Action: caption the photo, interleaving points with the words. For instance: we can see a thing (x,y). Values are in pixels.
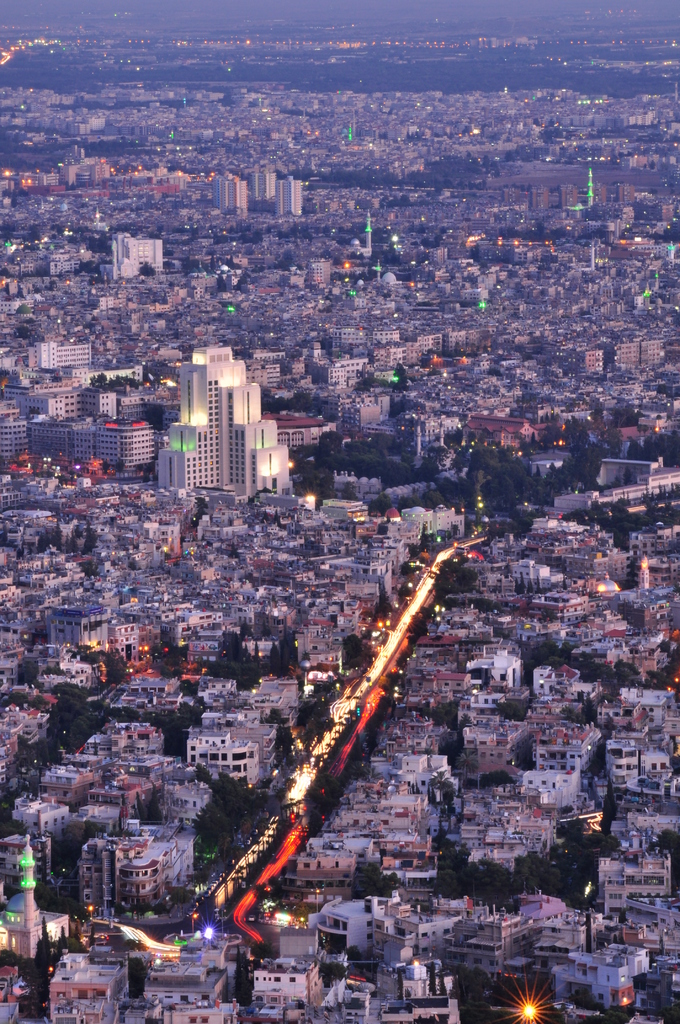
In this image we can see a group of buildings (227,433), towers (230,388), lights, trees (324,707) and the pathway (342,709).
